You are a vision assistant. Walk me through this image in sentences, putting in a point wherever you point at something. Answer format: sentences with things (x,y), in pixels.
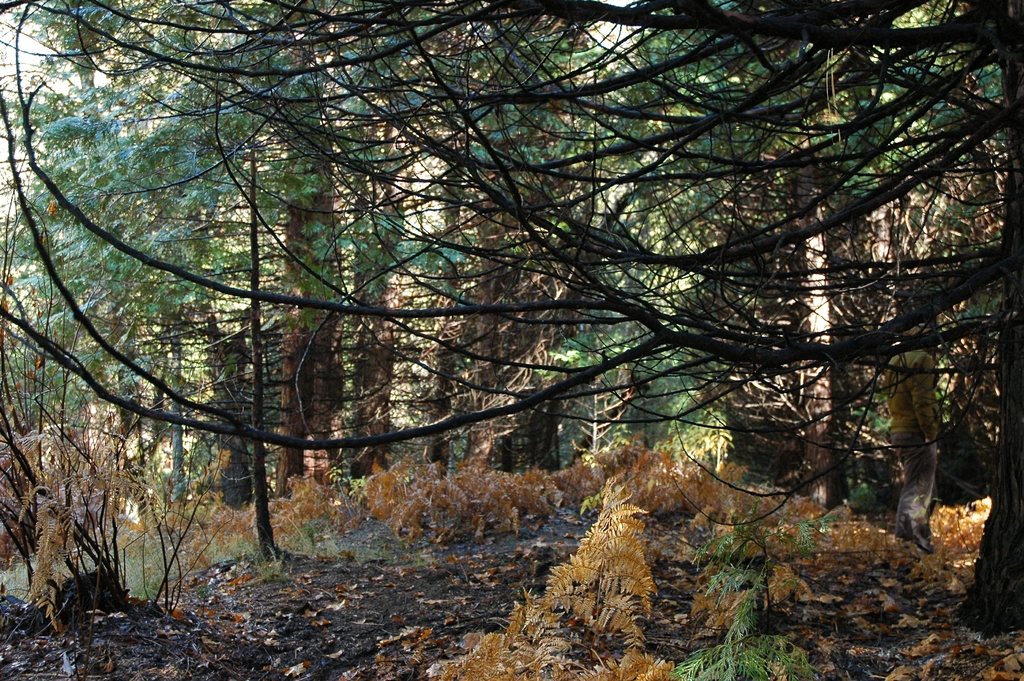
As we can see in the image there are trees (370,110), plants (504,477) and sky (37,60).
